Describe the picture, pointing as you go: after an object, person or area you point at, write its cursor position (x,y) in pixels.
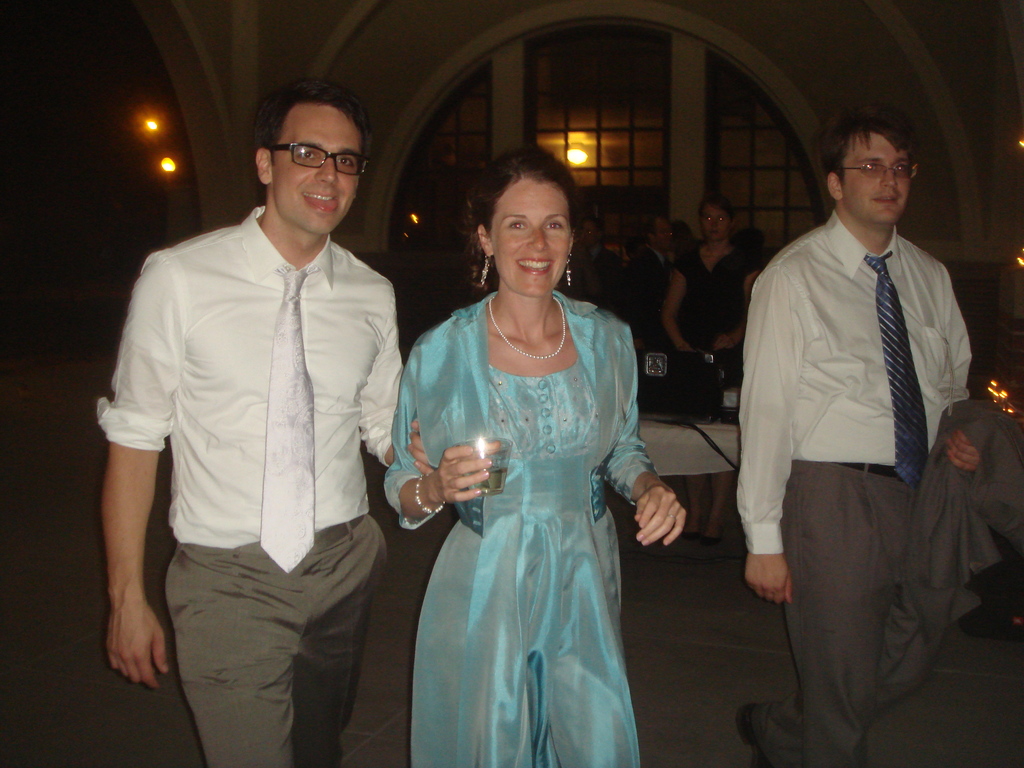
In this image there are group of persons (711,314) standing, there is a man (834,343) walking towards the right of the image (807,318), he is holding an object (937,536), there is a woman (512,415) standing, she is holding a glass (483,441), there are windows (624,174), there are lights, there is a wall (494,144), there are tables (709,464) on the ground (706,574), there is an object (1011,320) towards the right of the image (993,388).
